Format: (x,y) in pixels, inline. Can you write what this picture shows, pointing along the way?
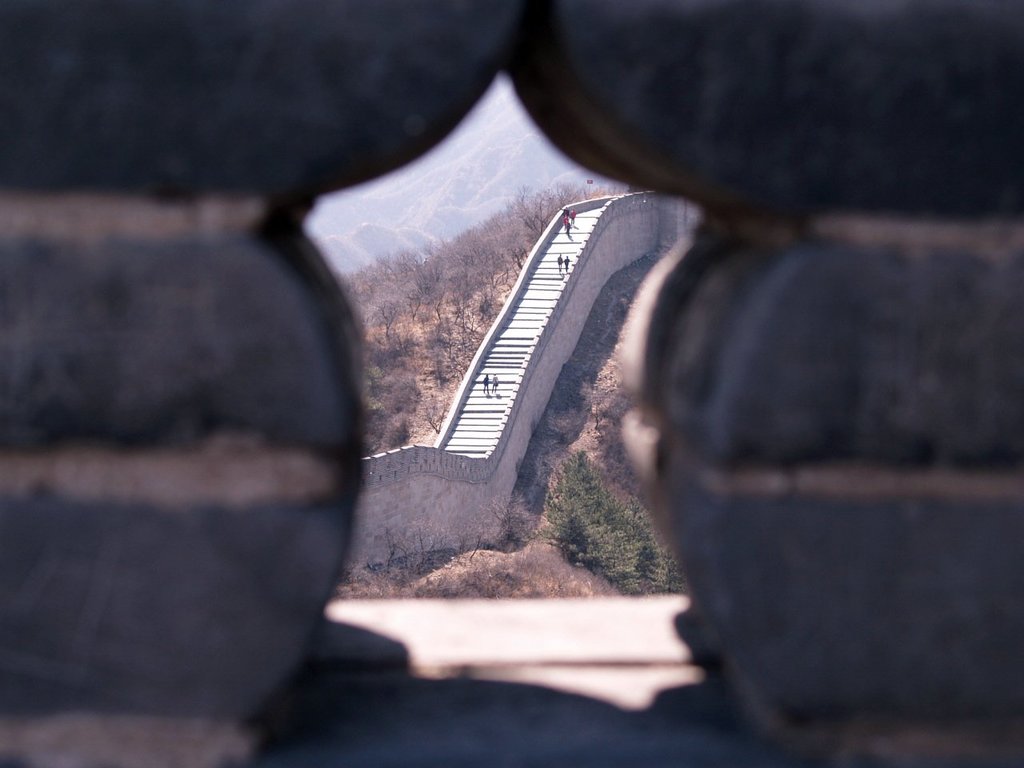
In this picture through the hole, we can see a long staircase (504,424) on which people (485,381) are standing. This is surrounded with bushes (469,271) & trees (477,261) and mountains (423,220).
